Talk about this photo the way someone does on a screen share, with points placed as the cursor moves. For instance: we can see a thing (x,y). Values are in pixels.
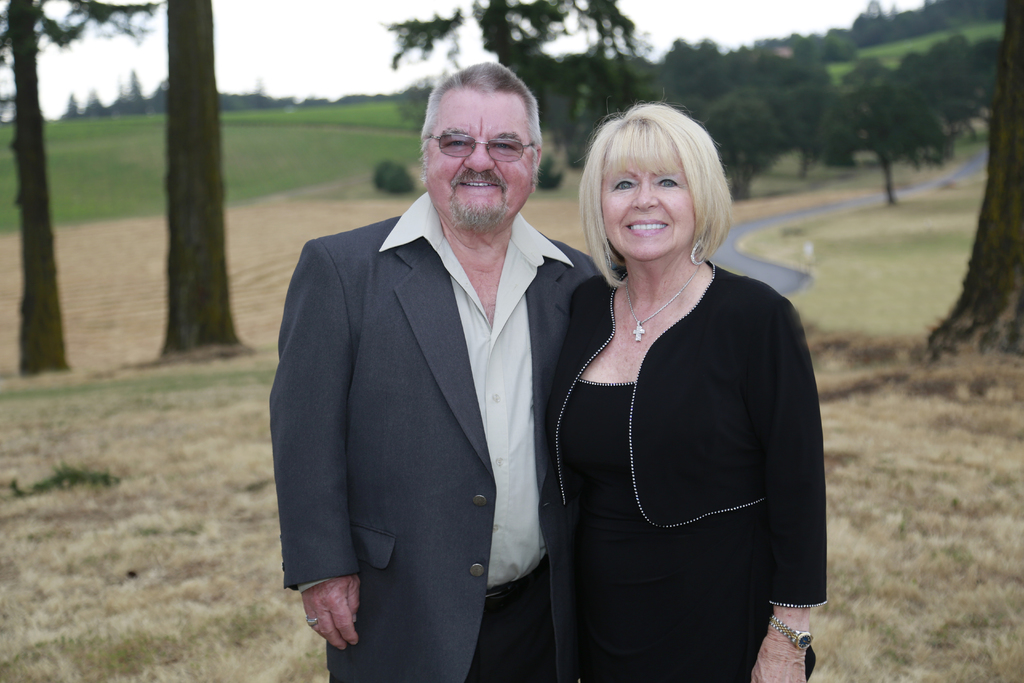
In this image, we can see two people (662,507) standing. We can see the ground (889,445). We can also see some grass (236,170). There are a few trees (584,82). We can also see the sky (334,43).
